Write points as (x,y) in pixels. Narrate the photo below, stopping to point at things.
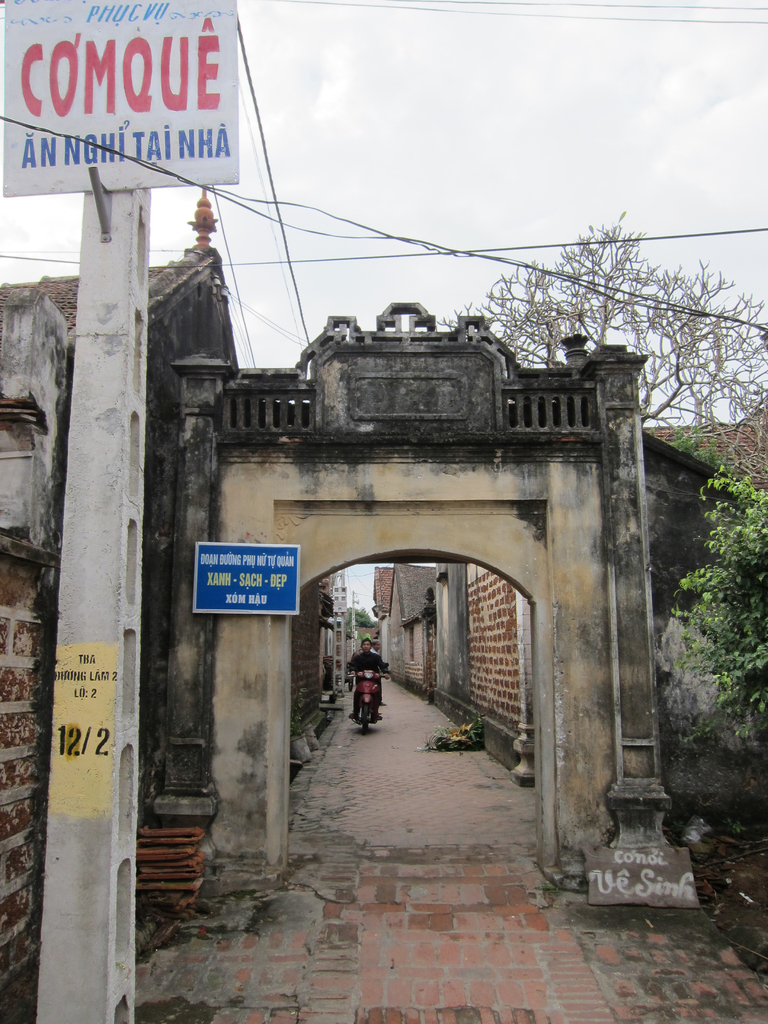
This looks like an arch (581,746). Here is a person (369,660) riding a motorbike (366,674). This looks like a pillar (114,413). I think these are the houses (332,608). On the right side of the image (607,306), I can see the trees (690,403). I think these are the current wires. This is the sky (634,164).
